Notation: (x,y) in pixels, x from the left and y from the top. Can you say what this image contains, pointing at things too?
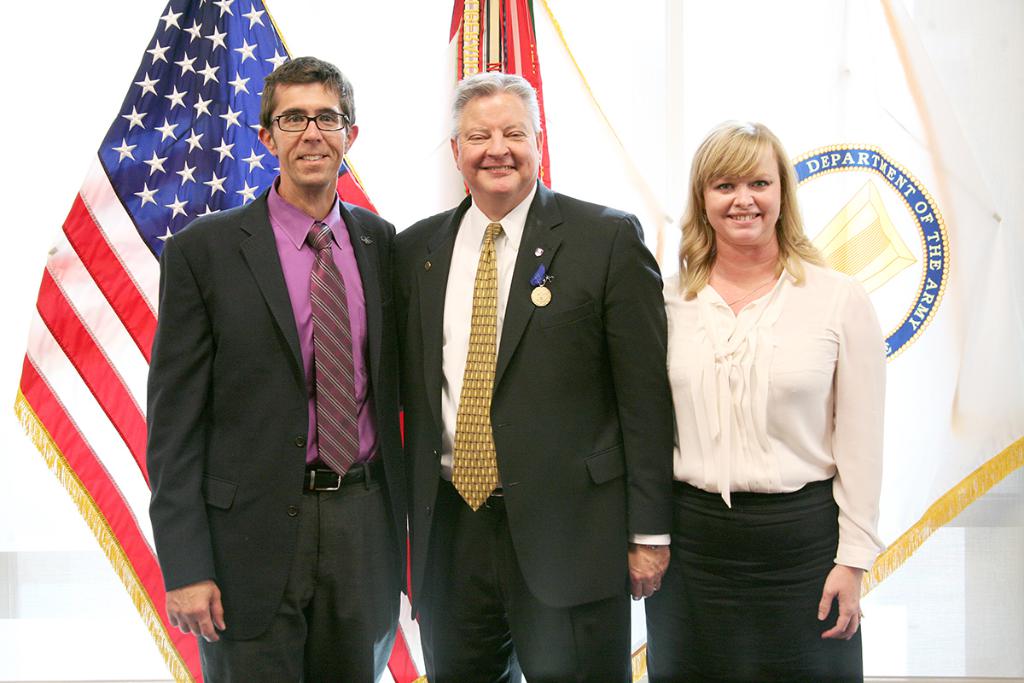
In this picture we can see there are three people (403,510) standing and behind the people (349,374) there are flags (950,447).
